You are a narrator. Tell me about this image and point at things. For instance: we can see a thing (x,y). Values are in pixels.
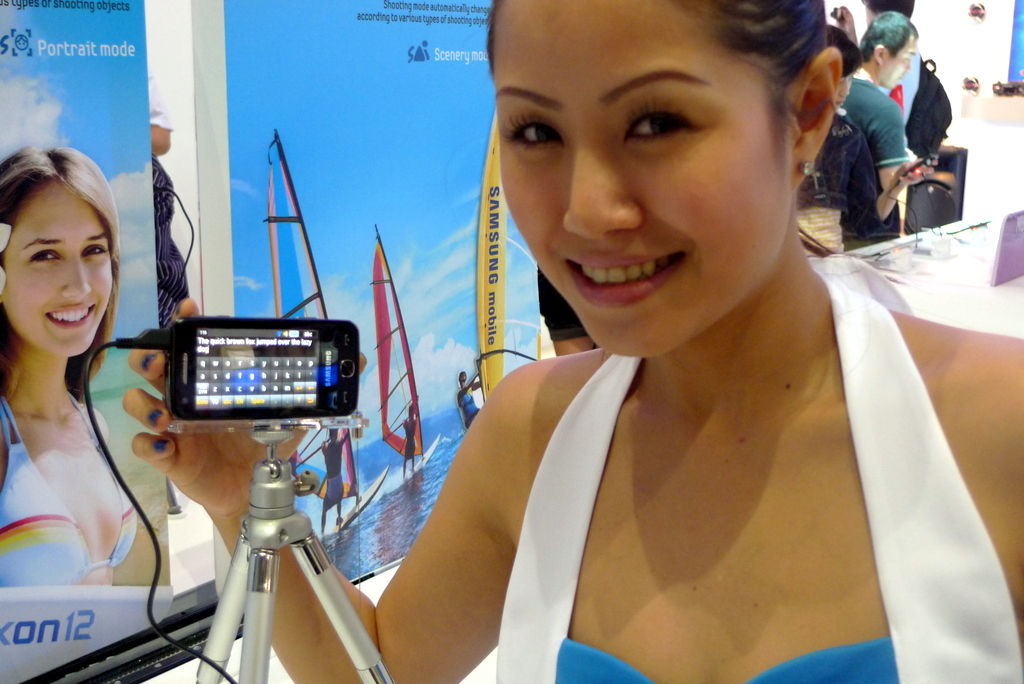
This image is taken inside a room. In this image there are few people (544,485). At the background (407,74) there are banners (310,290). In the right side of the image (710,633) there is a girl (933,370) holding a phone (223,400) in a camera stand (299,545).
